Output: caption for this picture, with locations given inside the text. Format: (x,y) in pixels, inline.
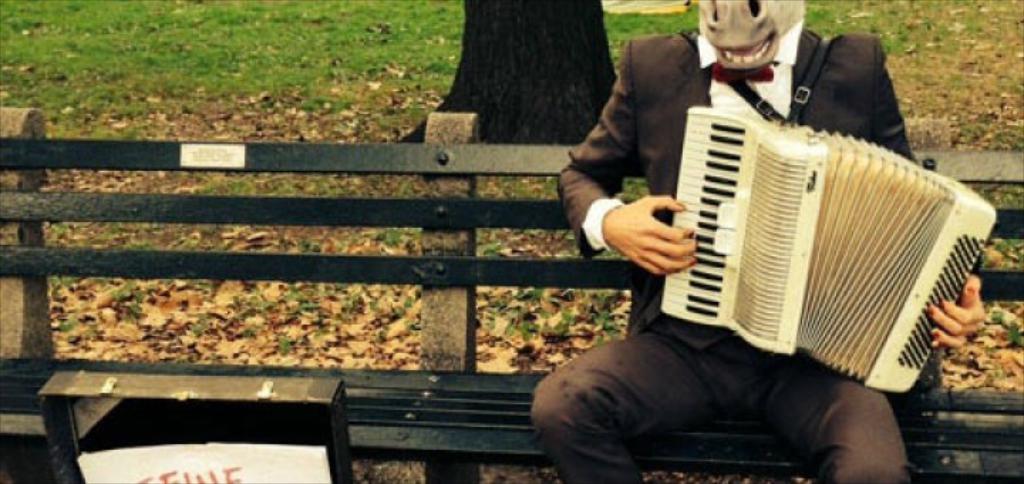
There is a person (659,136) sitting on the bench (447,204) and playing a musical instrument (737,171) and wore a mask (794,26), in front of the bench (237,219) we can see box (184,461). In the background (243,294) we can see tree trunk (539,11), grass (208,65) and leaves (139,316).
